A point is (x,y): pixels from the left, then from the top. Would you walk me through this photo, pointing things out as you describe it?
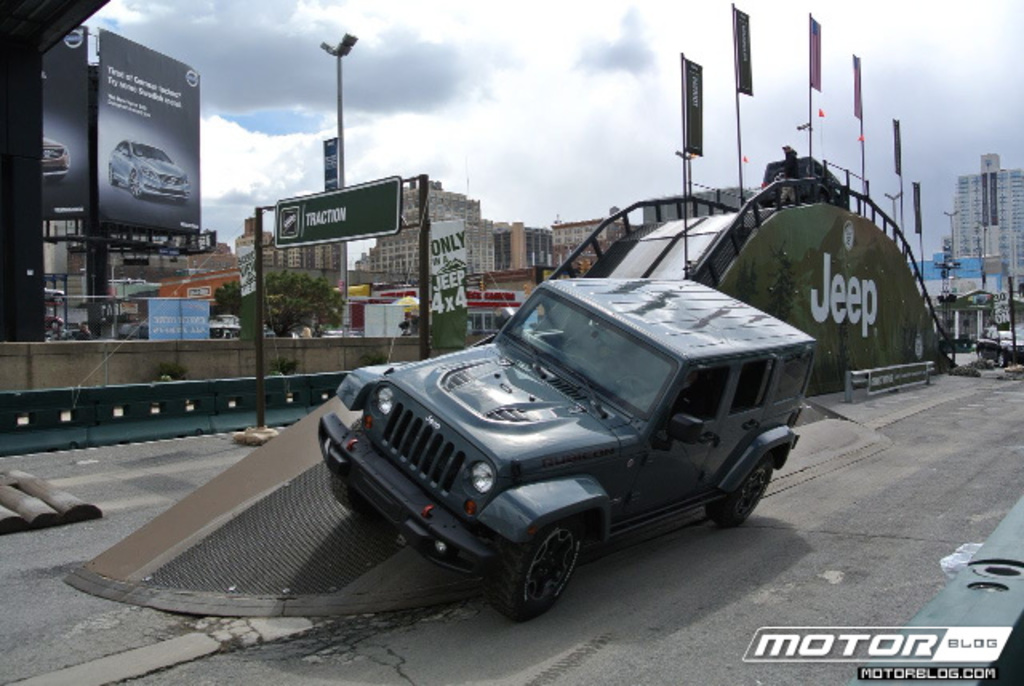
In this image we can see a cloudy sky (613,111). There is a tree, a vehicle (650,465) and few advertising boards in the image. There is a road (25,672) and many buildings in the image.
